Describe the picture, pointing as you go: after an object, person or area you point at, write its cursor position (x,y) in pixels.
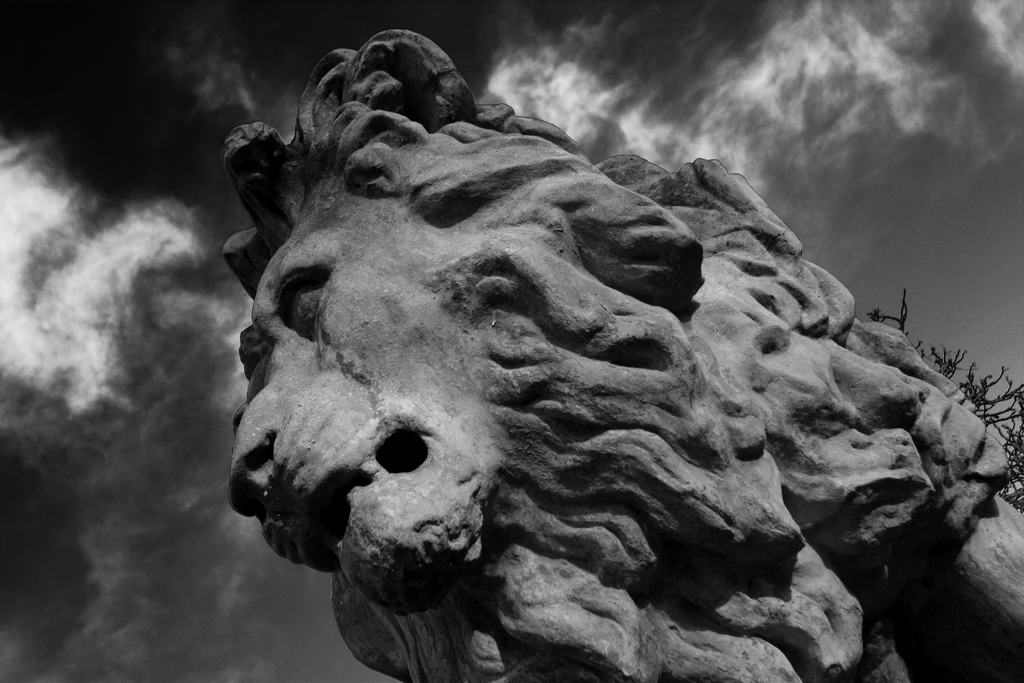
In this image I can see a statue (565,470), background (110,508) the sky (574,26) is in white and gray color.
